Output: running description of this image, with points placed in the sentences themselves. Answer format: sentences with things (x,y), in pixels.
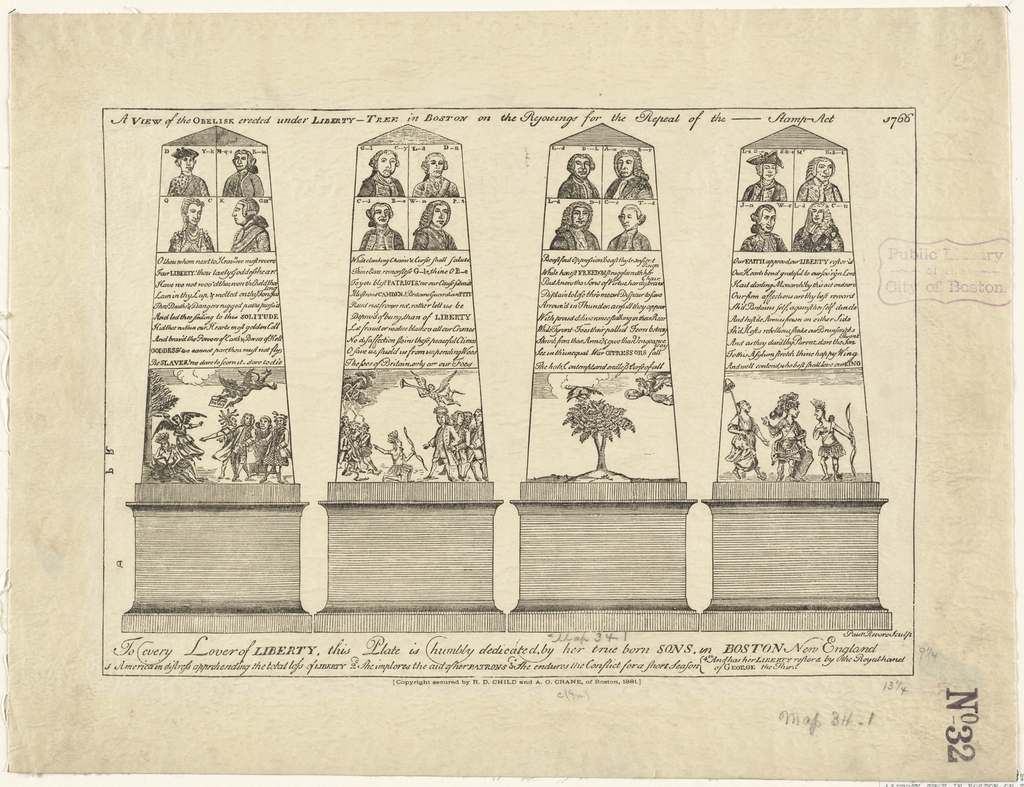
In this image we can see some drawings (735,430) on a paper (711,444). We can also see some hand written words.
